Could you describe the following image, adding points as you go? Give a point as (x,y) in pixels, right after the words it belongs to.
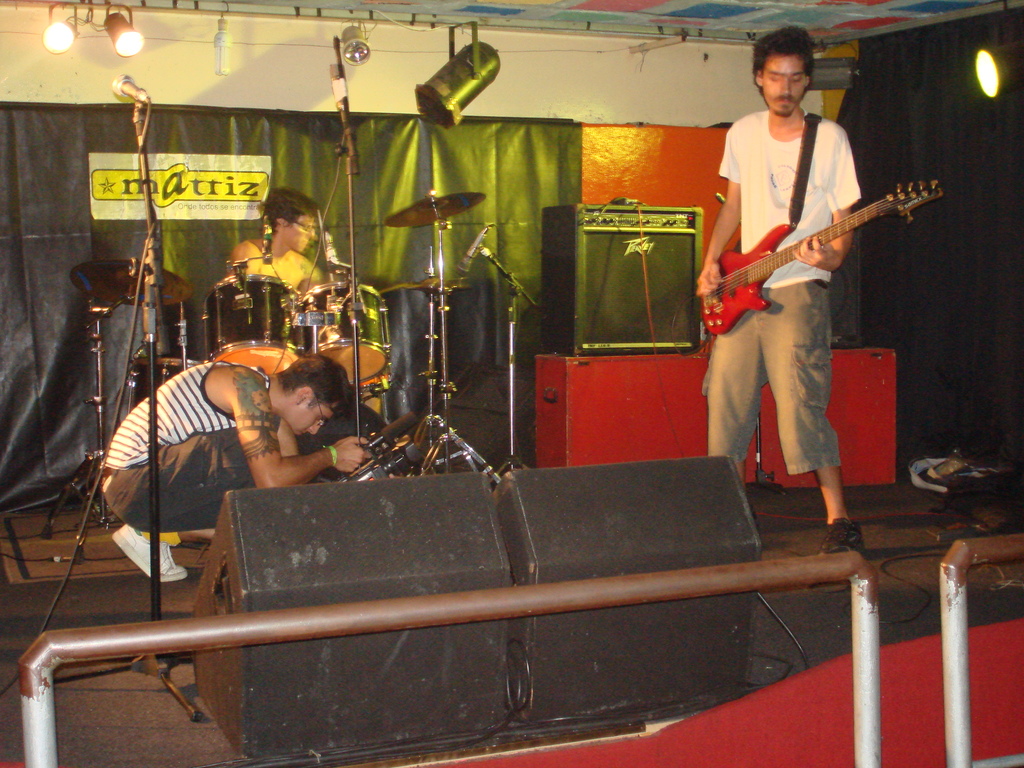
This man (784,80) is standing and playing guitar (763,266). On top (991,85) there are focusing lights (995,97). This man (298,259) is sitting and playing this musical instruments (325,308). This man (271,421) is in a squat position and holding a camera (399,443).
